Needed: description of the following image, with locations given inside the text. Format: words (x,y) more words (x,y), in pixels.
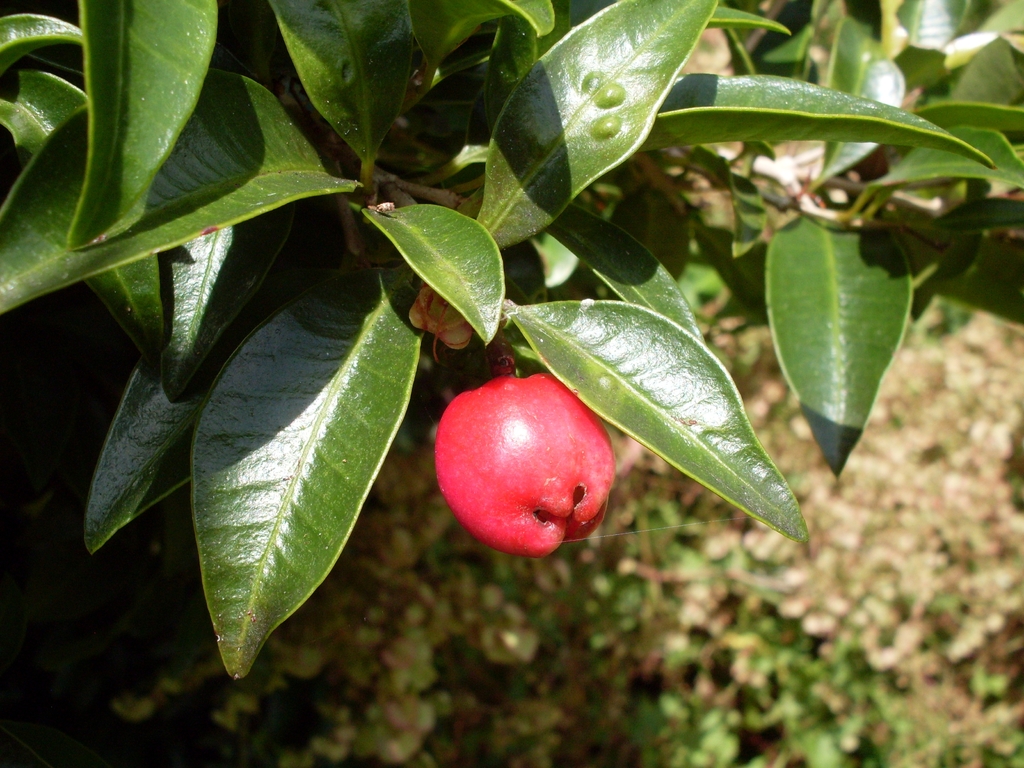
In this image we can see fruit plant (774,321). In the background (575,617) it is blur.
